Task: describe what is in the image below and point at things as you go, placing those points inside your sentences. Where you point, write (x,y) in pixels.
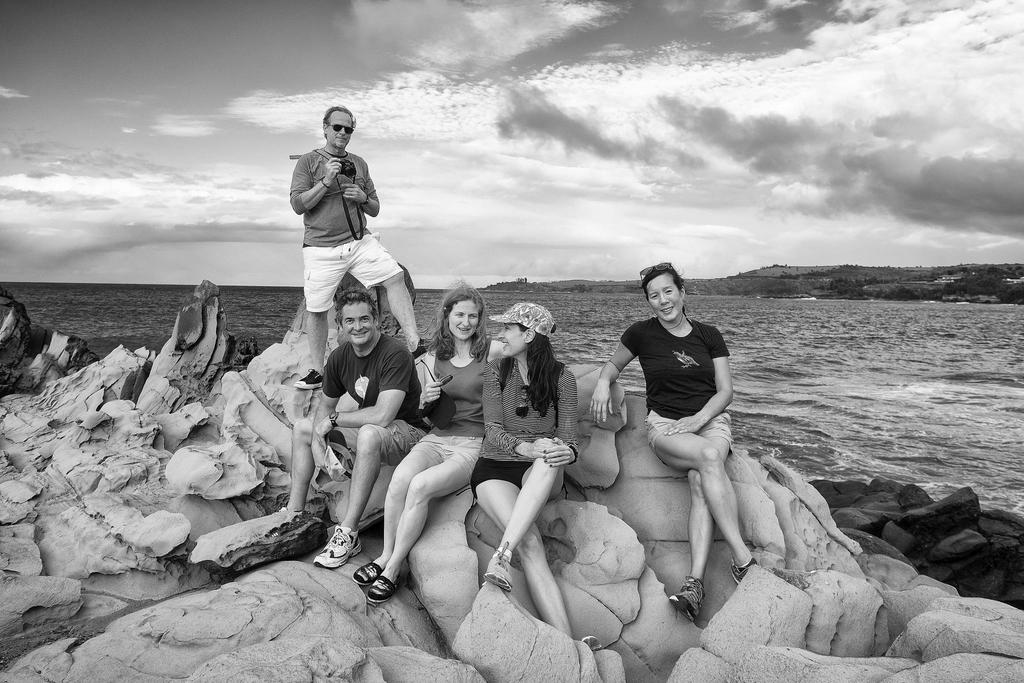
This picture shows few people (483,439) seated on the rocks (435,508) and we see a man (334,224) standing and holding camera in his hand (358,196) and he wore sunglasses (338,132) on his face (333,120) and a woman (515,335) wore cap (534,328) on her head (506,325) and another woman (449,366) holding sunglasses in her hand (432,397) and we see water (991,378), trees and a cloudy sky (579,205).
